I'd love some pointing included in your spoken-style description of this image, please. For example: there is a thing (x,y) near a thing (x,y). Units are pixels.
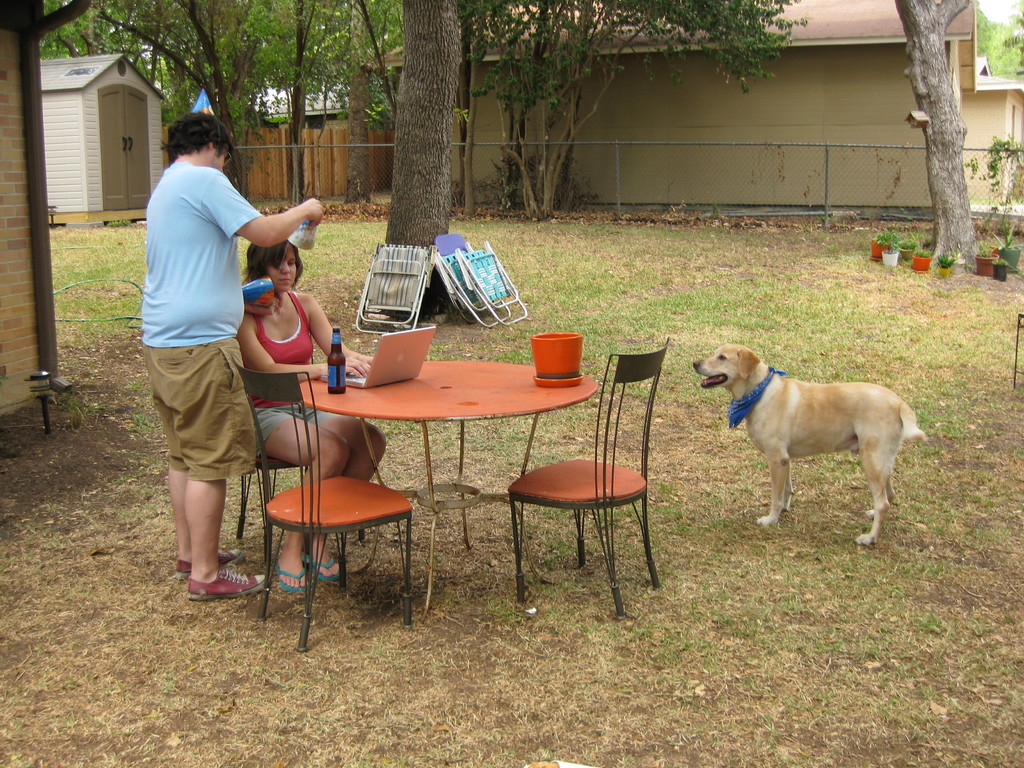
It is looking like a garden (715,506) the woman (279,342) is sitting on the chair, there is a table (400,394) in front of her, upon the table (404,408) there is a bottle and also a laptop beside her a man (241,409) is standing and holding something with his hands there is a dog (763,411) beside the table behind them there are some trees (390,97) and in the background (754,130) there is a wall (670,110) to the left side (92,134) there is a hut (124,97).
